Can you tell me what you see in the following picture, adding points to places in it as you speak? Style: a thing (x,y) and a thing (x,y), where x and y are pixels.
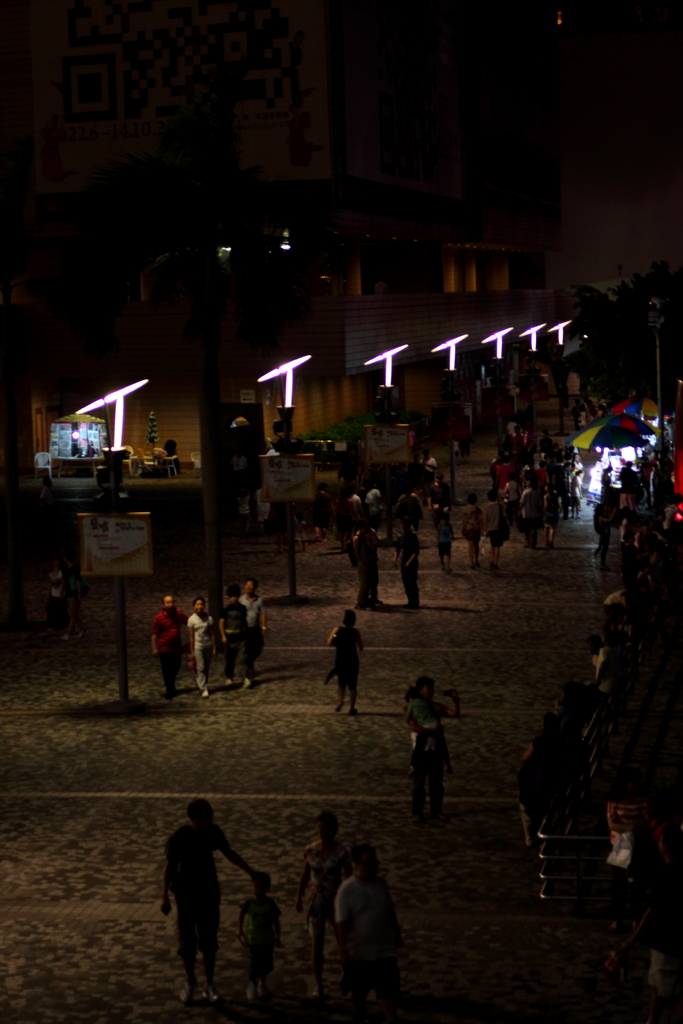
In this image there are people (331,862) walking on a pavement (399,721), in the background (102,369) there are buildings (375,244) and lights (531,331).
